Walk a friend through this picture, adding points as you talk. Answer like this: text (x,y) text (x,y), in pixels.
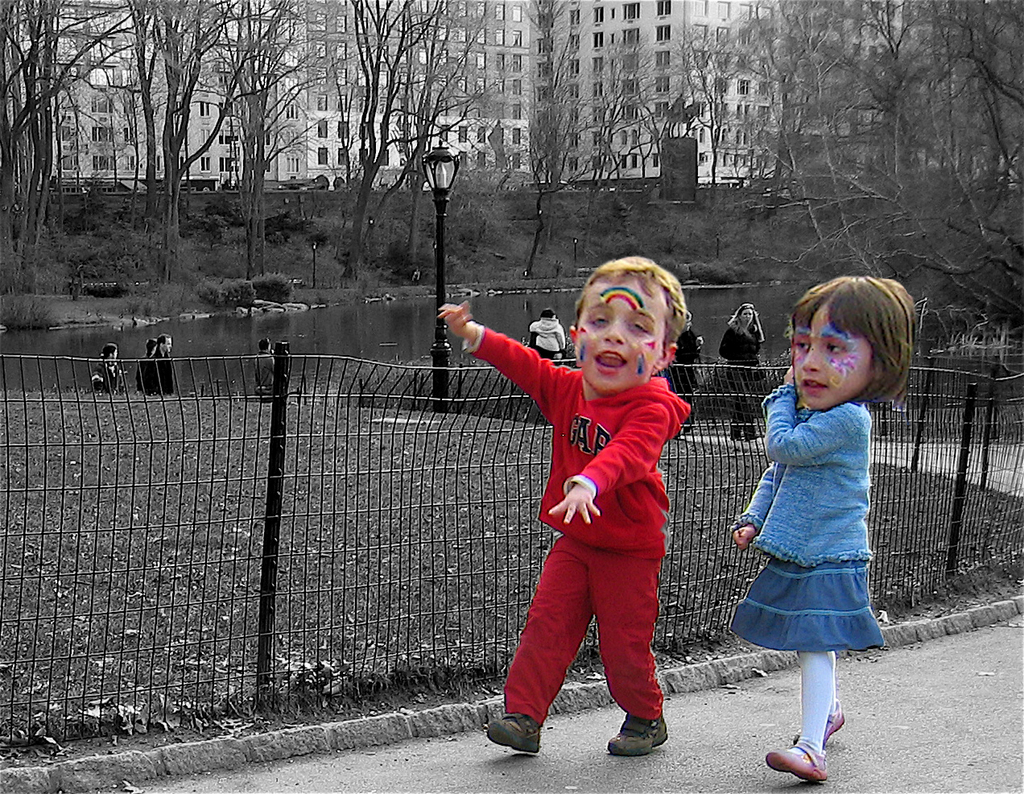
In the picture we can see two children (770,508) are walking on the path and beside her we can see the fencing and behind it, we can see the grass surface (397,511) and behind it, we can see some people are standing and we can also see a pole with a lamp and in the background (858,17) we can see the water surface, trees (413,197) and the buildings (579,89).
